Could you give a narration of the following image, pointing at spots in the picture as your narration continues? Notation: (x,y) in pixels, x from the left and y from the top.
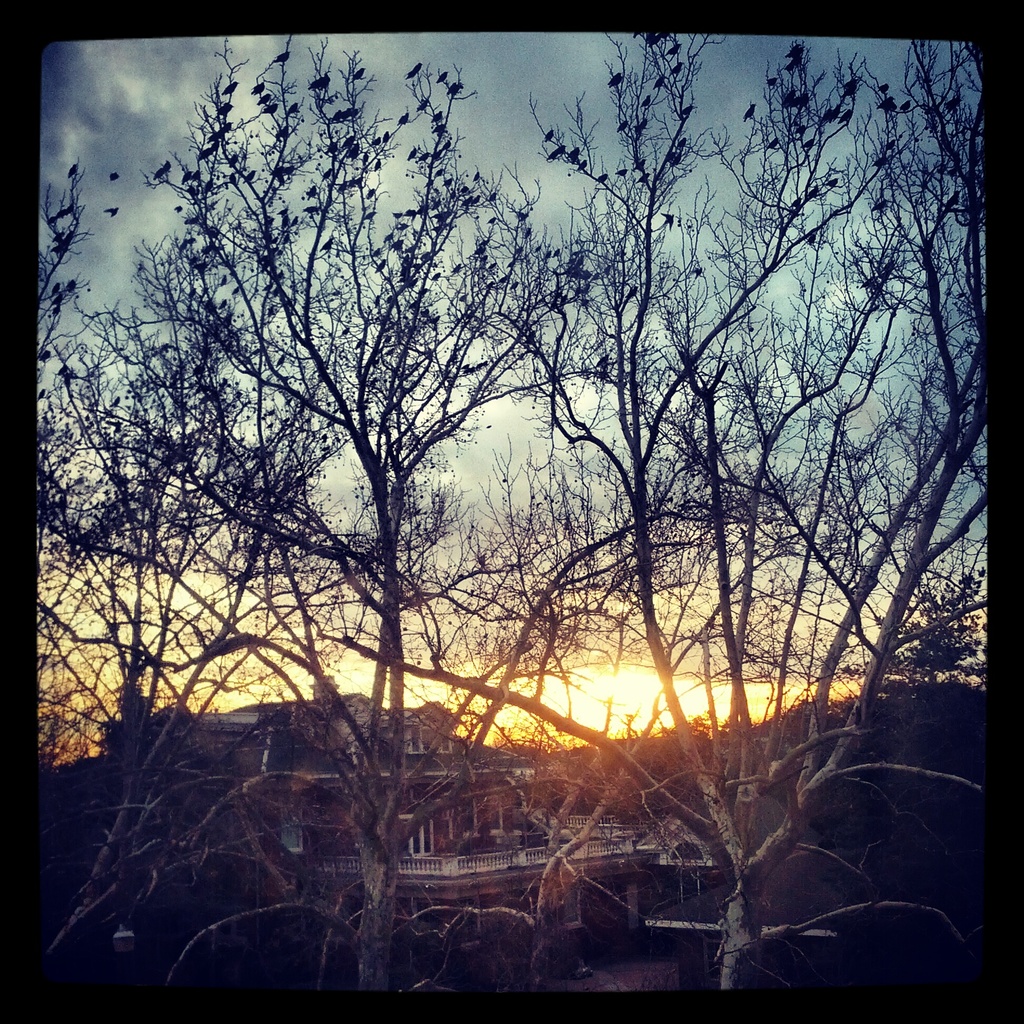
There are trees (153,709). In the background (315,800), there are buildings (524,793), there is a sun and clouds (613,393) in the sky (88,103).
